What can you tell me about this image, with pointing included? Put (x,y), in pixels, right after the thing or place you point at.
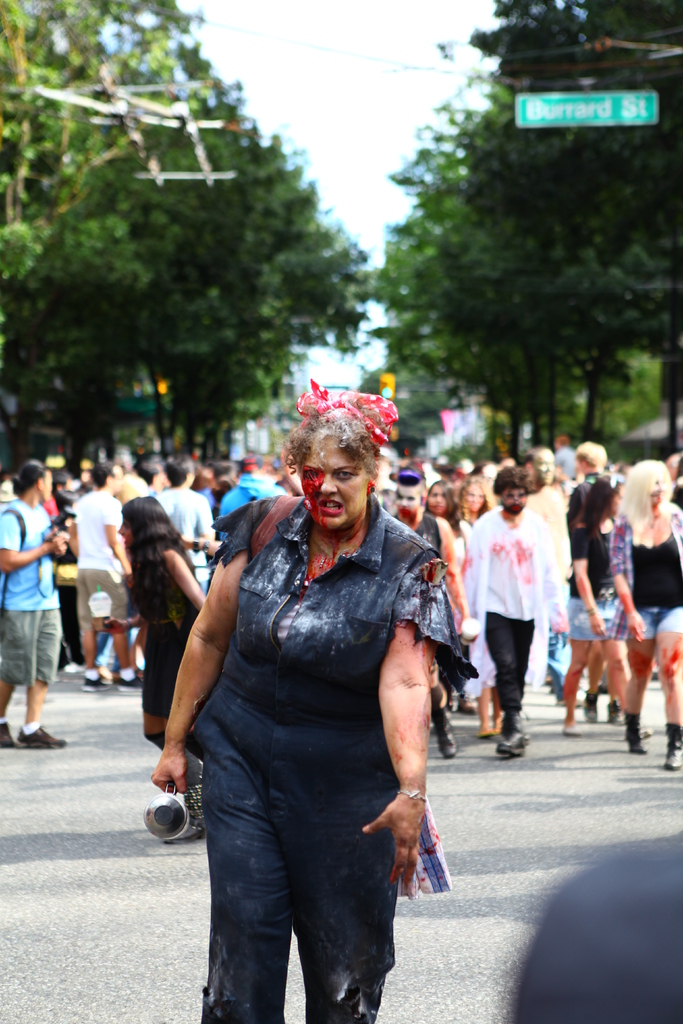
In the center of the image (394,682) we can see a lady (364,809) wearing a costume (247,666). In the background (200,228) there are trees (506,267) and sky (303,92). There is a board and we can see people (674,625).
